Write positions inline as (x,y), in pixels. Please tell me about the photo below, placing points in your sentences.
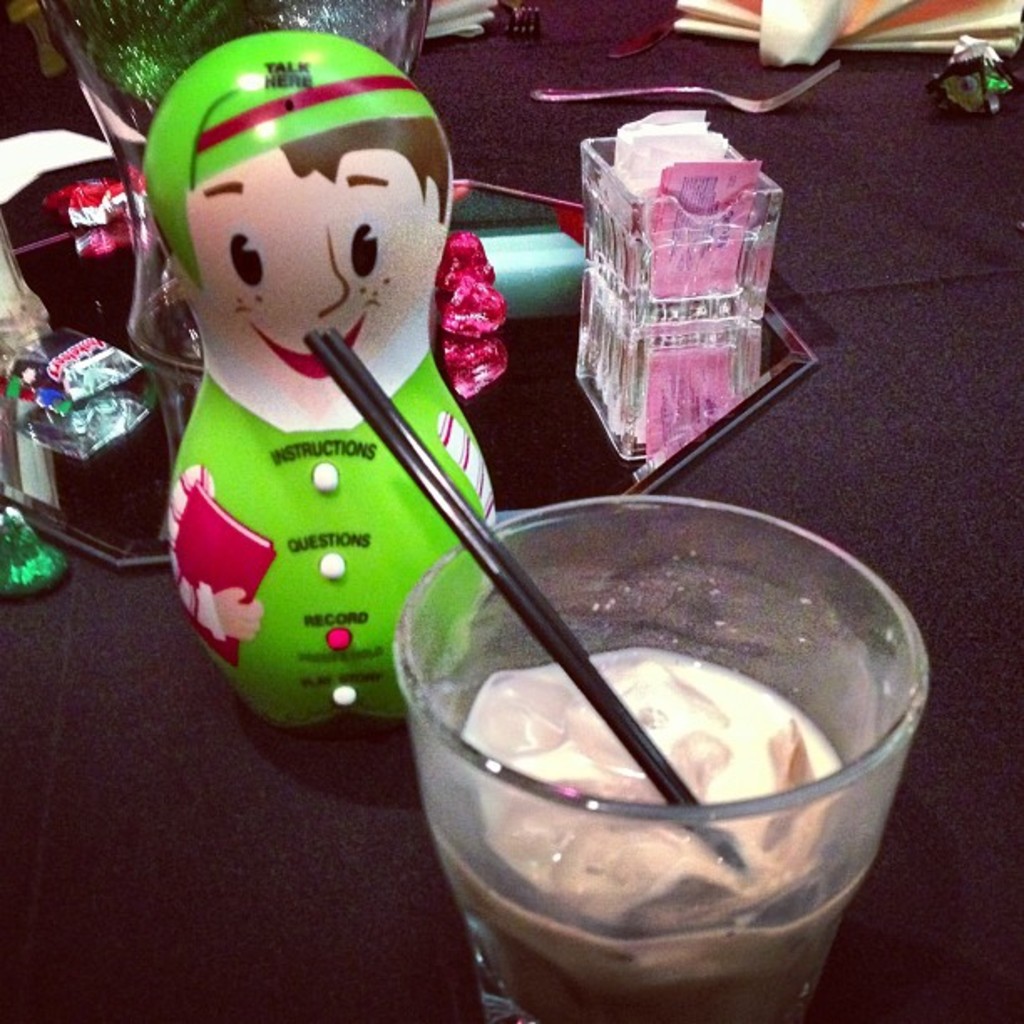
At the bottom of the image (75,891) there is a table (880,240), on the table (126,986) there is a glass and toys (393,319) and there are some products (674,160) and fork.
